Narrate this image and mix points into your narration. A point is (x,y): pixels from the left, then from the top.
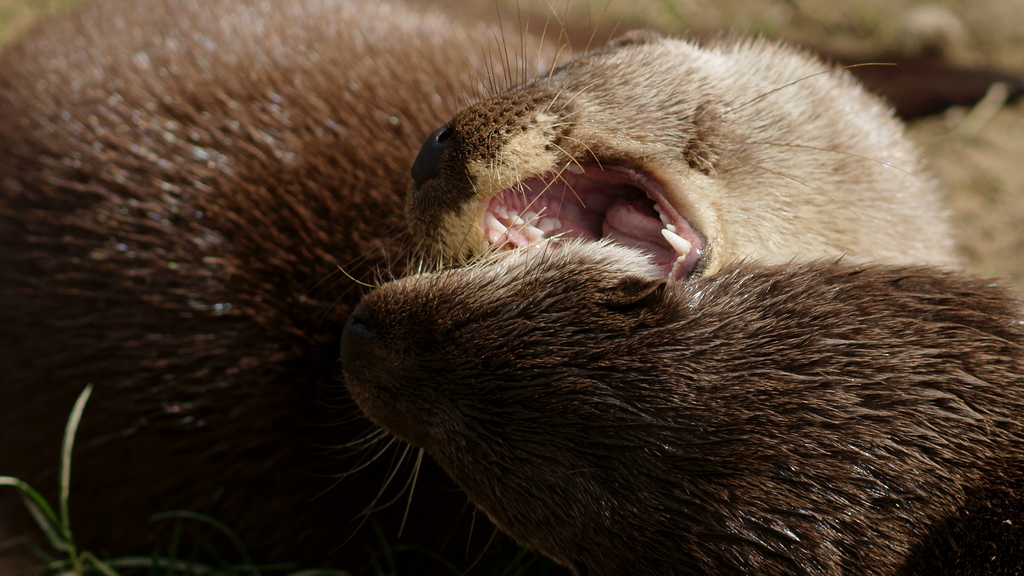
In this image we can see two animals (501,393). In the background (832,31) it is blur.
